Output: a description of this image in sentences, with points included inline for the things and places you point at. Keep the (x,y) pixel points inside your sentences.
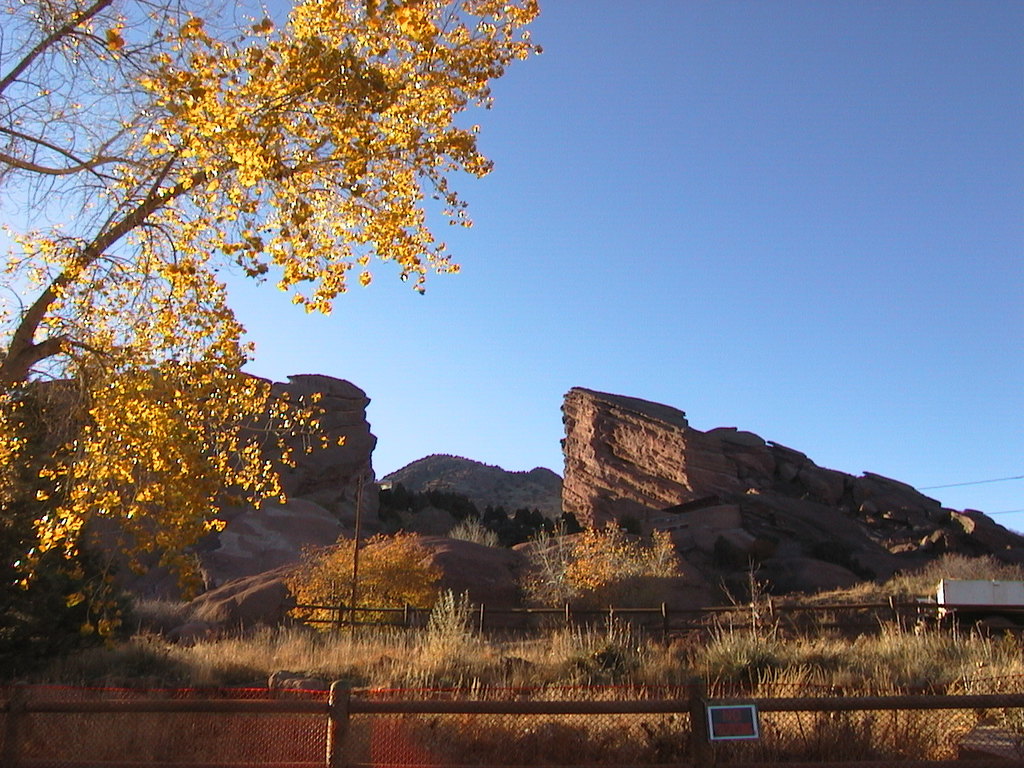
In this image I can see the fence (505,730) and there is a board (722,729) to the rod (701,736). In the background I can see many trees (174,549), white color shade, mountains (385,480) and the sky (517,213).
